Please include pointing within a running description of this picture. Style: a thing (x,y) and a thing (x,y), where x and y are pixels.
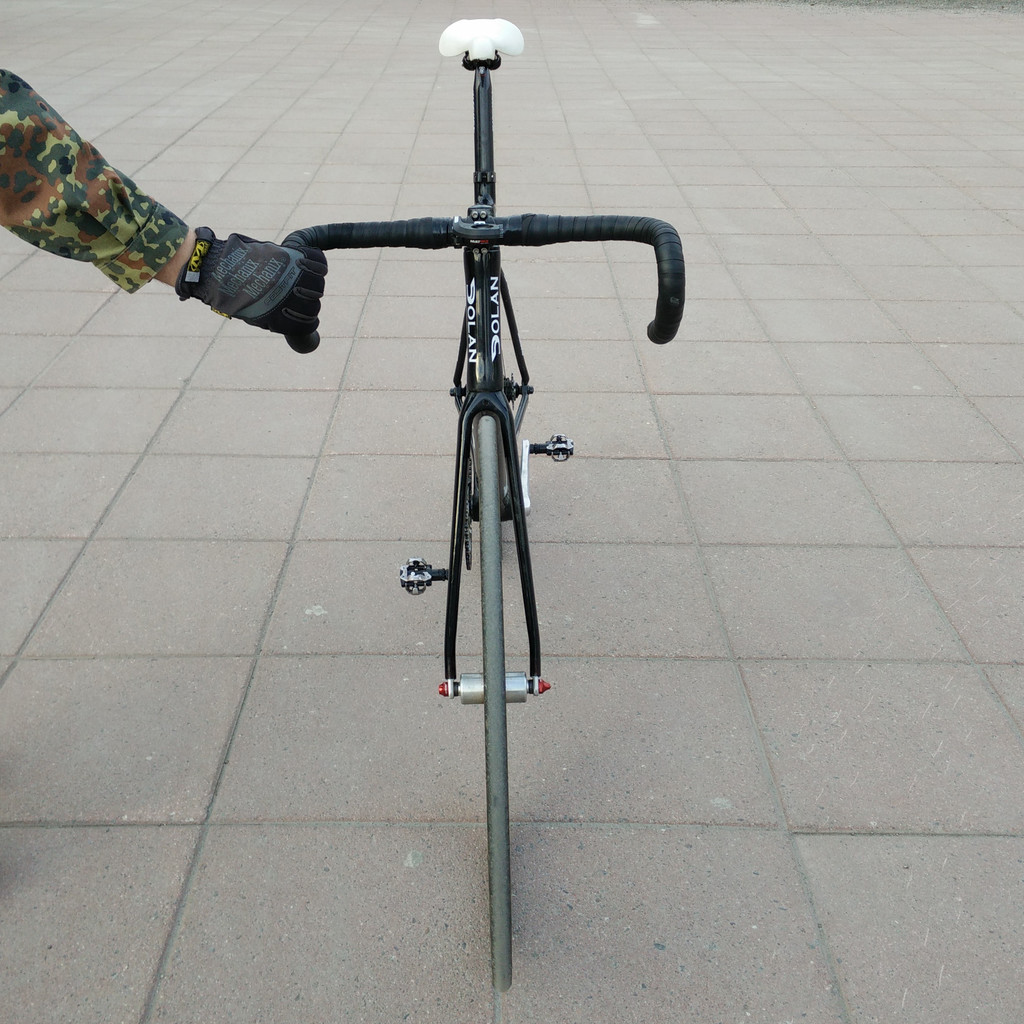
In this picture we can see a person's hand (224,316) holding the handle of a cycle (549,228) parked on the ground (429,699). We can also see the wheel (499,829), pedals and a white seat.
